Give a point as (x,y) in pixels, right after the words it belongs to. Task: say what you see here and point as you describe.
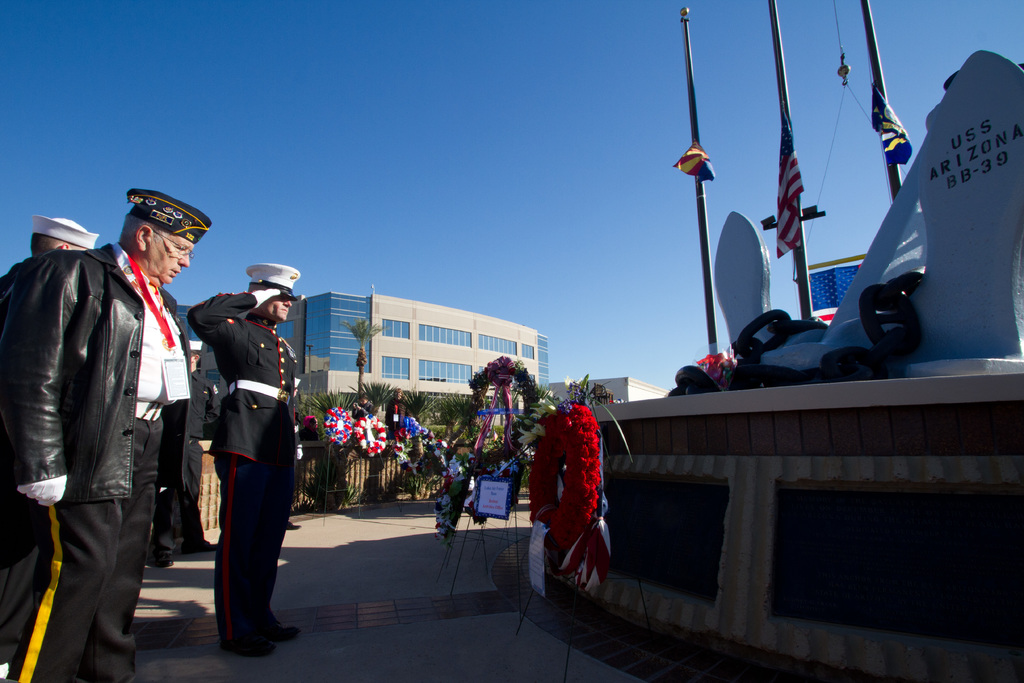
In this image there are a few people (199,374) standing, one of them is saluted in front of the rock structure (852,321), there are bouquets (574,395) and flags (886,161) on top of it. In the background (400,433) there are few more bouquets (385,426) on the wooden fence (323,457), trees (451,407), plants (450,428), buildings (419,312) and the sky (484,206).
